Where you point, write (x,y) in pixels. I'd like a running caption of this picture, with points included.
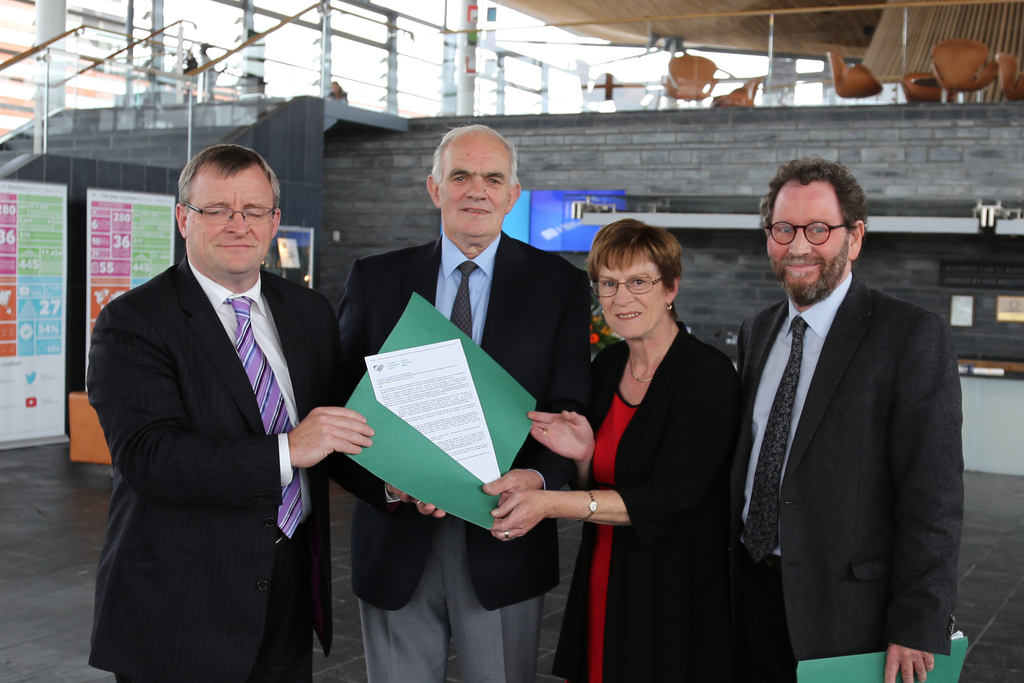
In this image there are three man (516,280) and a women (641,413), two men (542,407) and a woman (554,413) are holding a file (466,476) in their hands (572,410), in the background (352,131) there is a wall (960,109) on top of that there are chairs (747,104), steps (159,112), beside that there are posters (53,193), on that posters (66,250) there is some text (107,252).
